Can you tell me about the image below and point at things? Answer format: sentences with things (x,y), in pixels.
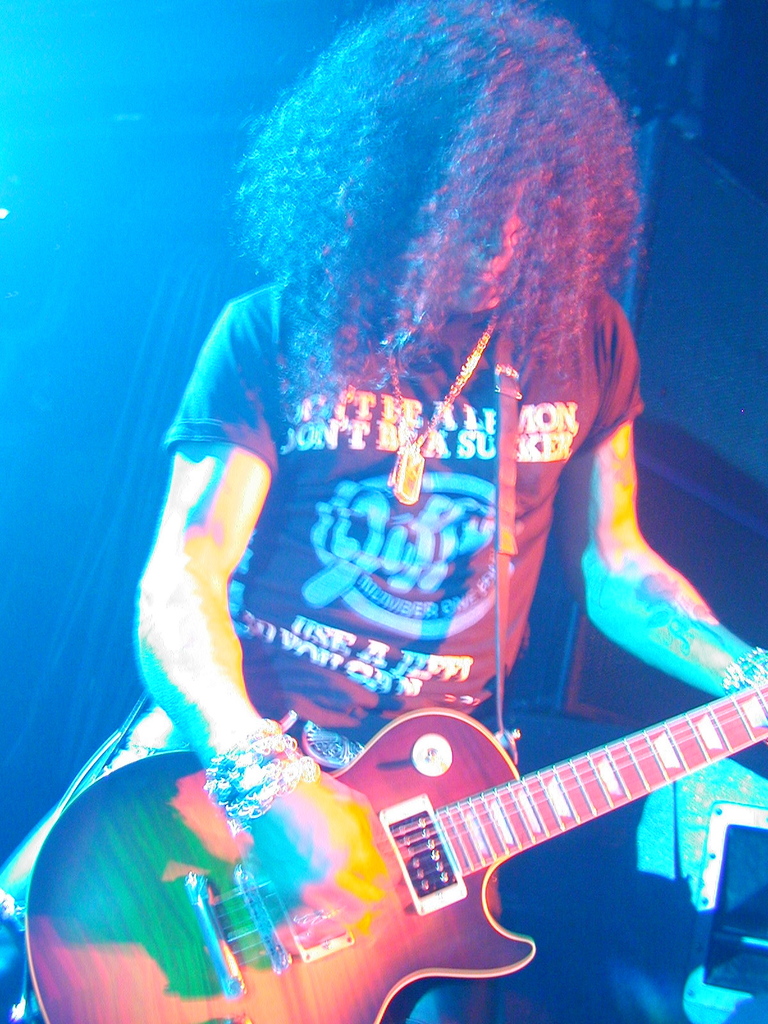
There is a man (523,152) who is playing guitar (69,948). On the right side (700,289) there is a box (717,864).
